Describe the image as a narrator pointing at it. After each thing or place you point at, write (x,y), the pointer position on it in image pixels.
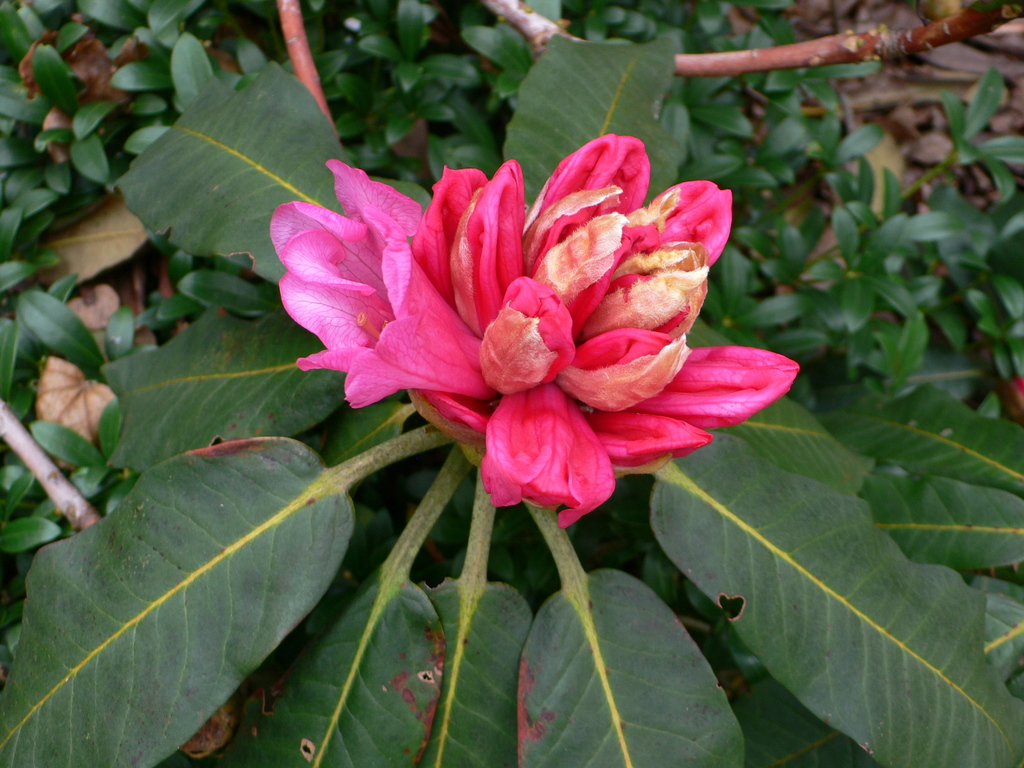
Here we can see a plant (341,339) with a pink color flower (507,296). In the background (173,10) there are plants (540,41).
